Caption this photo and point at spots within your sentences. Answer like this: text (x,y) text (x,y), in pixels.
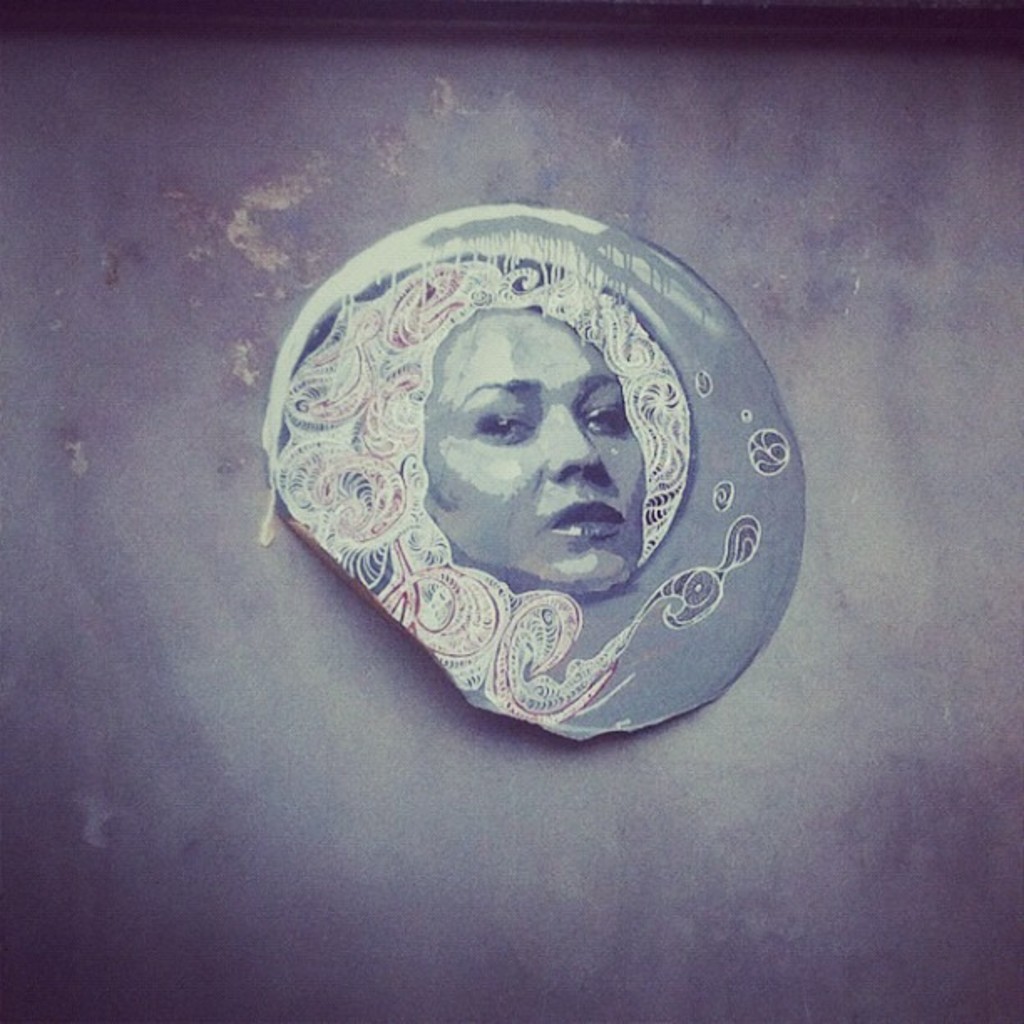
In this image there is an object (420,632) stuck on the wall (270,620) as we can see in middle of this image (519,498). There is a depiction (513,347) of a person (563,493) on to this object (569,513).
